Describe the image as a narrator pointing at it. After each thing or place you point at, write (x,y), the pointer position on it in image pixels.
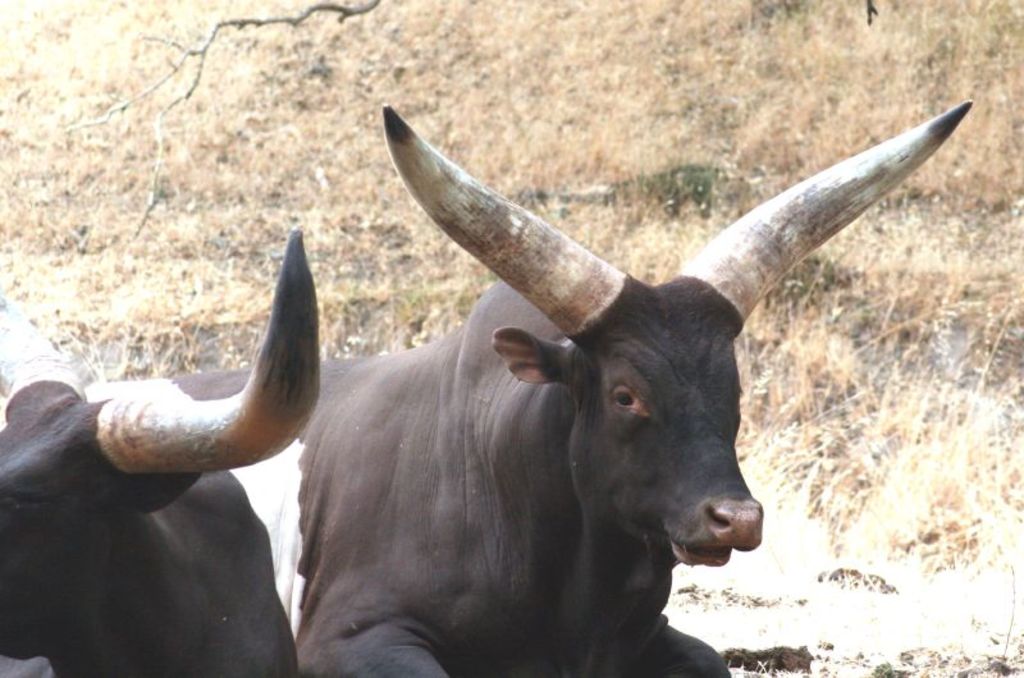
In the center of the image (619,376) we can see two cows (323,511), which are in black and white color. In the background (355,211), we can see the grass (914,480) and branches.
